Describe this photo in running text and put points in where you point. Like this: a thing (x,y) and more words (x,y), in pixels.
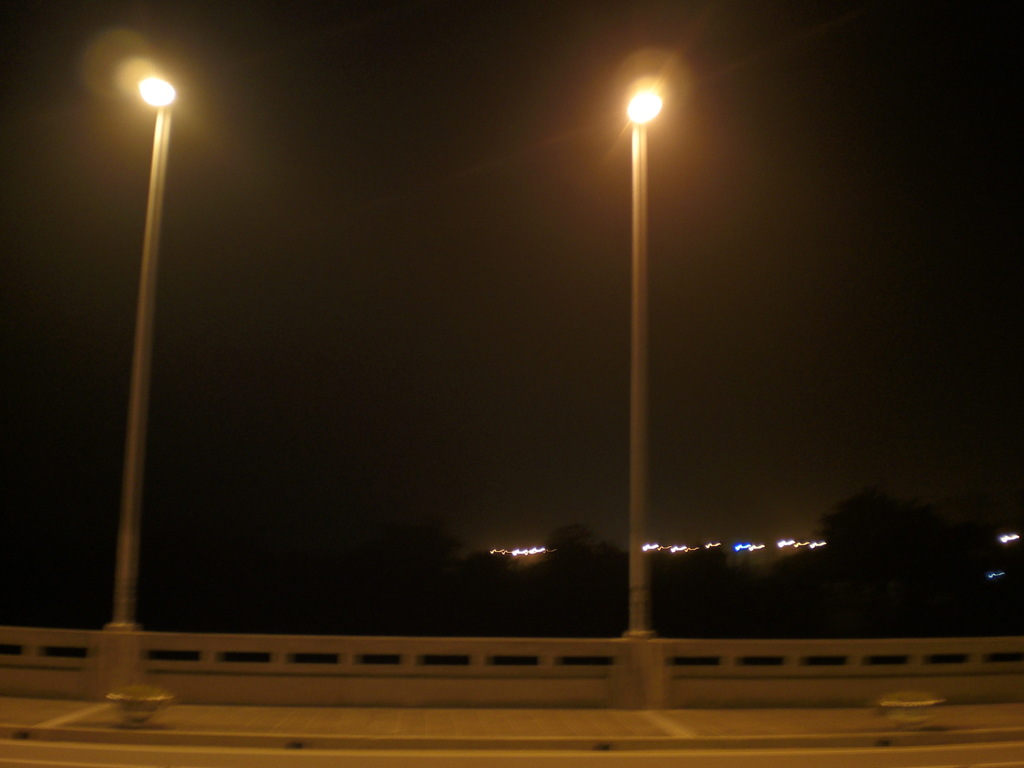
This picture is clicked outside the city. At the bottom (510,724), we see the road (112,750), footpath (301,728) and the flower pots (144,700) placed on the footpath (819,712). In the middle (640,502), we see the road railing (229,662) and the light poles (130,509). There are trees (672,566) and lights (719,546) in the background (590,573). At the top (587,164), we see the sky (445,350). This picture is clicked in the dark.
